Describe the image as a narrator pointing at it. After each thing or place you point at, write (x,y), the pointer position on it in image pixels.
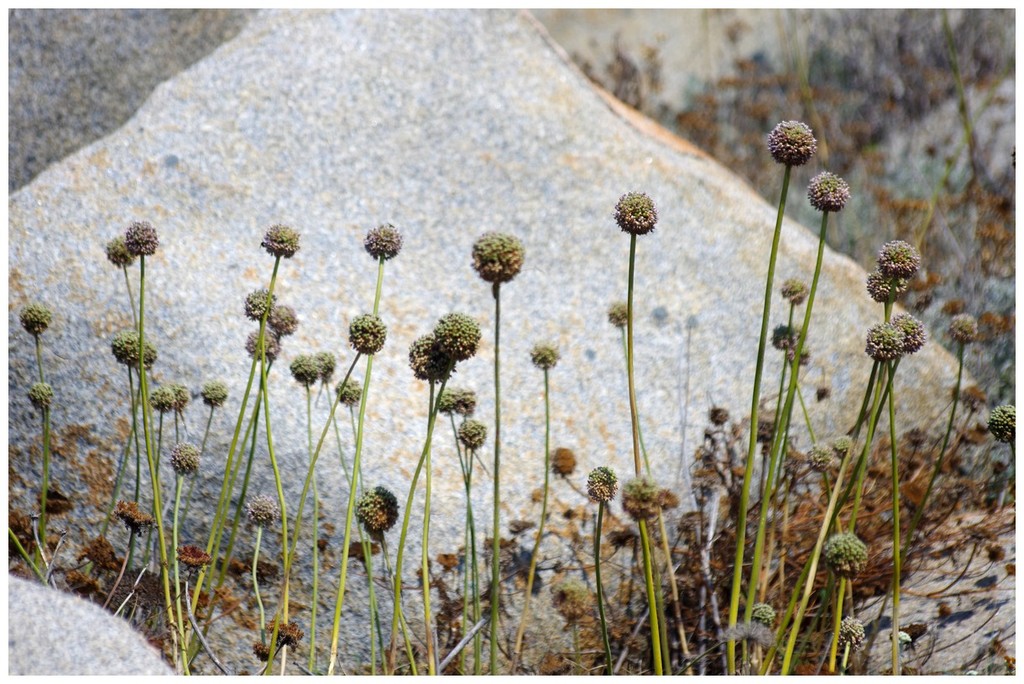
In this image we can see the plants (693,574). We can also see the rocks (370,134).
